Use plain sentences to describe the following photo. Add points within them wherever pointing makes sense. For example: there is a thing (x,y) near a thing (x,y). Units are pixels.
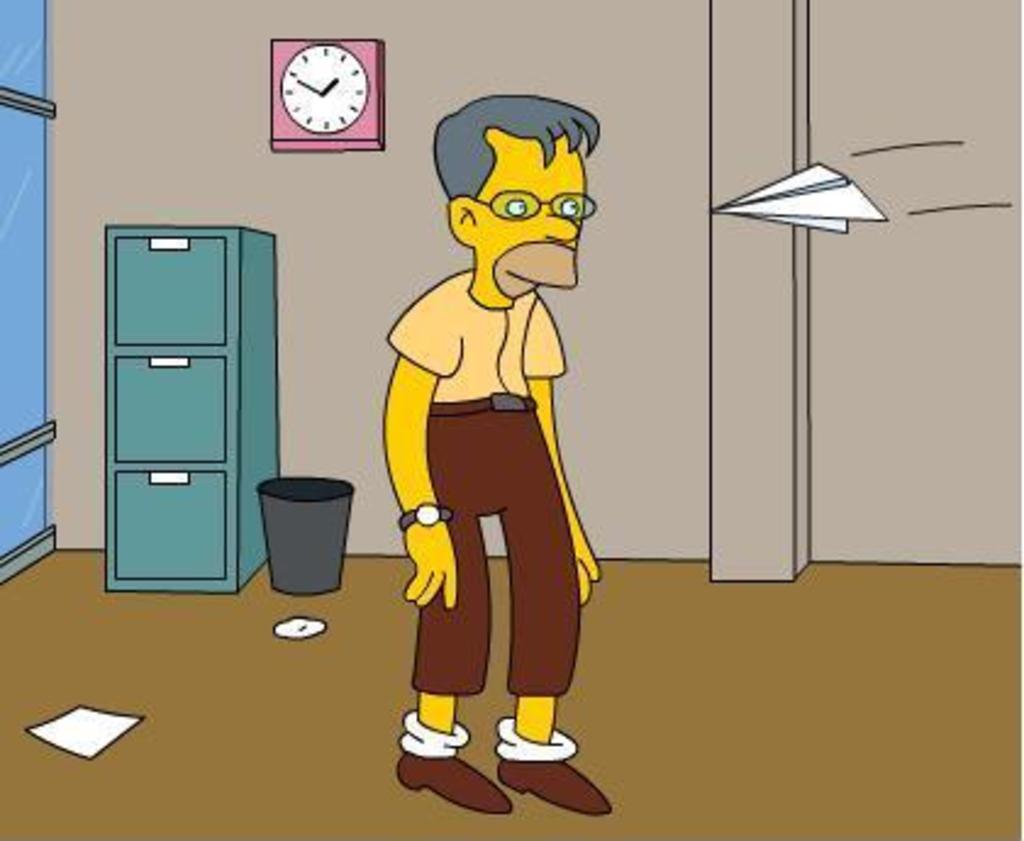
This is an animated image. In this there is a person (441,441) wearing a watch (434,515) and specs (511,194). In the back (372,190) there's a wall (349,214). On the wall (384,197) there is a clock (300,123). Also there is a cupboard (212,353). Near to that there is a bucket (312,546). Also there is a paper rocket (786,204). And a paper (125,724) is on the floor (202,672).
